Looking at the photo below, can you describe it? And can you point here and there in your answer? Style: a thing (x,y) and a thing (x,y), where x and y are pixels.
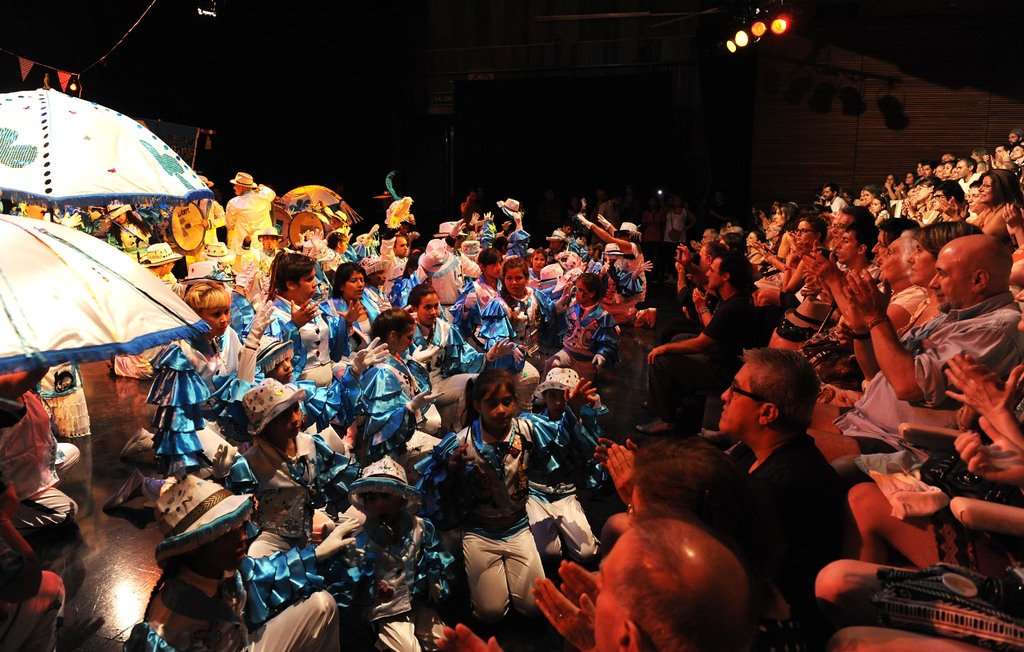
In this image, we can see persons (271,513) wearing clothes (264,514). There are umbrellas (110,313) on the left side of the image (106,308). There are lights (782,20) in the top right of the image (733,51).
